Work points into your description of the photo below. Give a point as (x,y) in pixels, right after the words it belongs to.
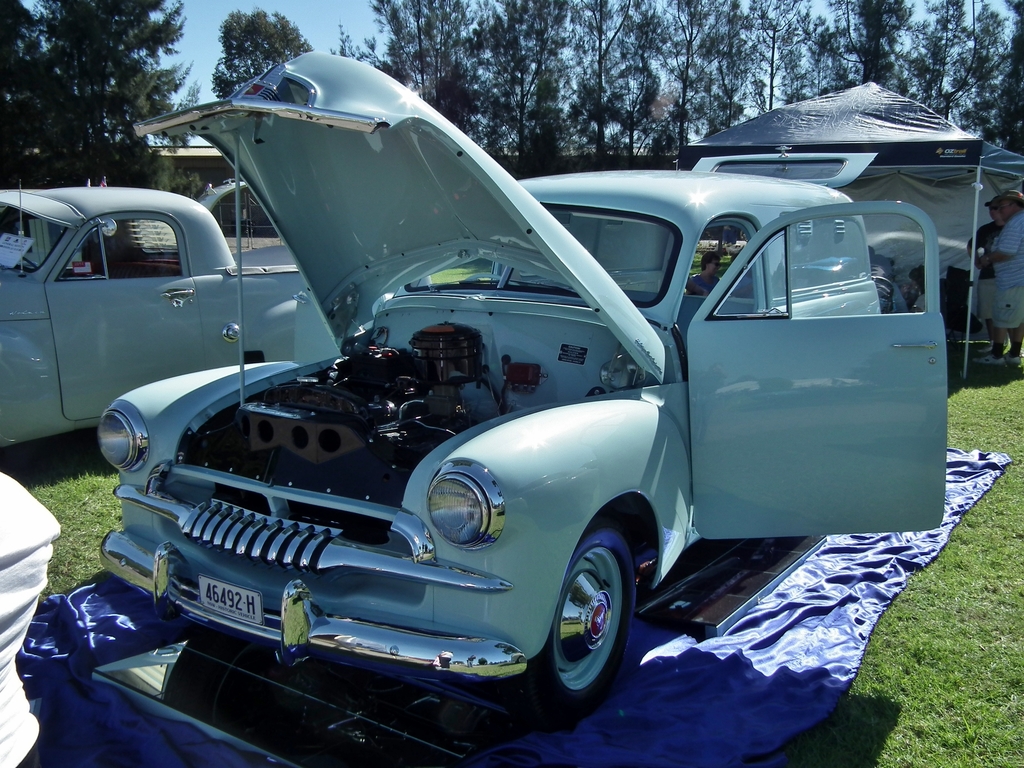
In this image there is grass (971,727). There is a blue color cloth (876,604) under the car (549,467). There are cars (501,473). There is a tent (899,227) in the background (908,239). There are people (1013,203). There are trees (241,21) in the background (453,33).
